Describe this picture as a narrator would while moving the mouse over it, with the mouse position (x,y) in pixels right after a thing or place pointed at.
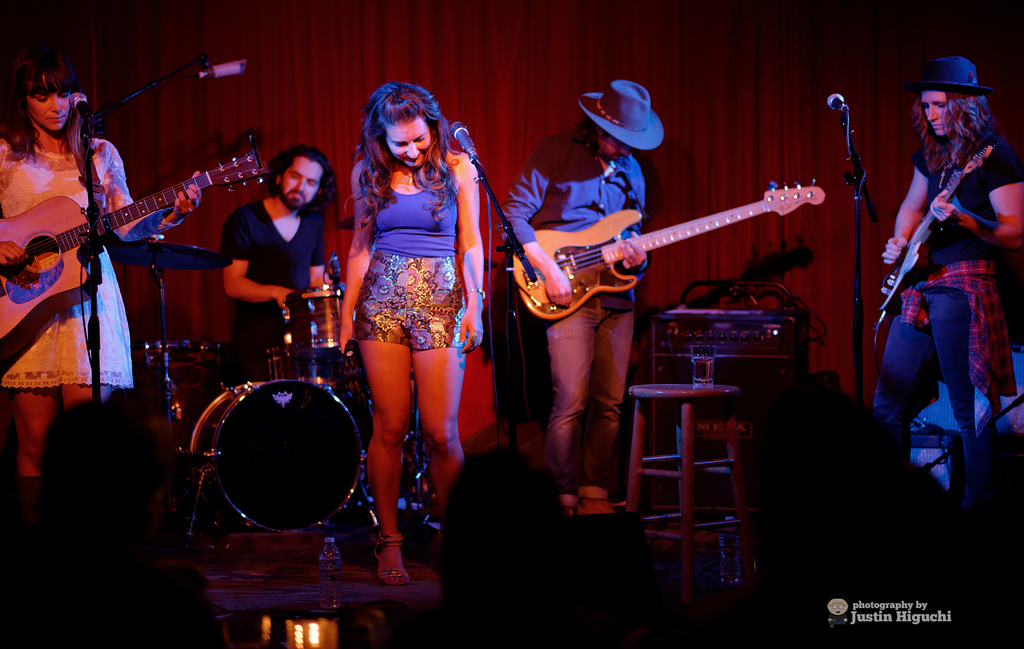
In this image i can see five people (50,374) on the stage (312,535). on the right side (948,271) i can see a girl (948,286) wearing a red color scarf (983,306) and holding a guitar (918,237) and she is wearing blue color cap (948,68) on her head (962,109). on the middle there is a stool (742,493), near to stool (704,391) a man (583,197) stand wearing a blue color cap (618,124) and holding a guitar (601,258) on his hand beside him a girl (464,259) wearing a blue color top (419,230) in front of her there is a mike (467,150). back side of her a man (259,274) sit on the chair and playing a musical instrument (327,313). On the left side (54,331) corner a woman (80,166) stand, holding a guitar (49,243) and near to the mike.
